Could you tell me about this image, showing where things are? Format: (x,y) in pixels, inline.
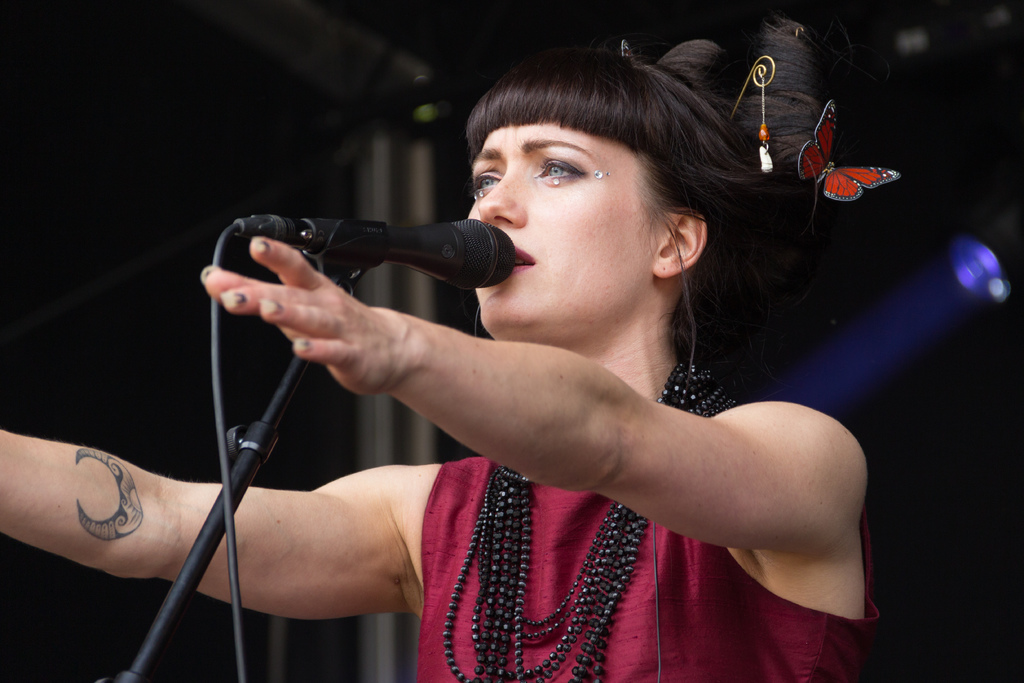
In this image there is a girl (593,416) in the middle (593,416) who raised her hands (479,381). In front of her there is a mic (389,248). On the right side (968,278) there is a light (951,261). There is a hair clips (821,156) in her hair (686,157).
